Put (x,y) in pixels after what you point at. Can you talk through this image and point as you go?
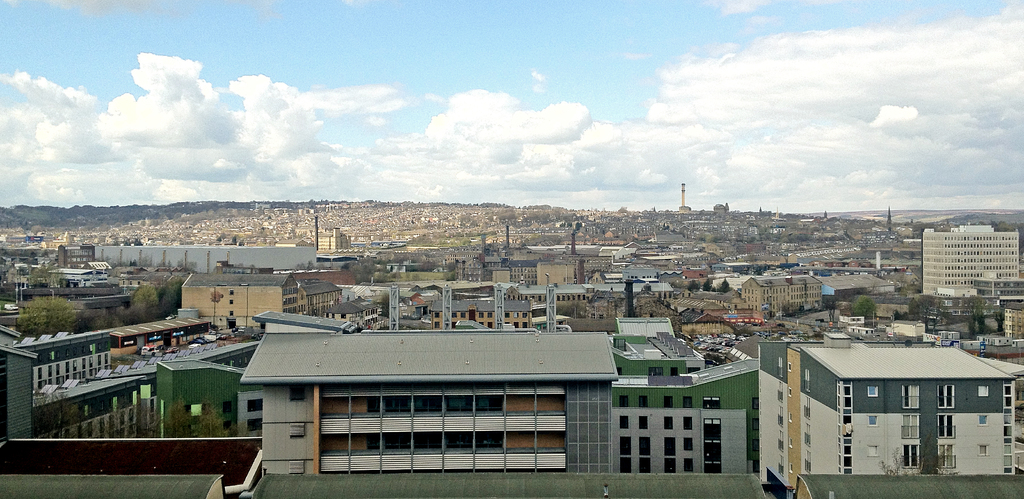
In this picture I can observe number of buildings (631,396). On the left side (86,217) I can observe some trees (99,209). In the background (226,188) there are clouds (326,112) in the sky (364,112).
